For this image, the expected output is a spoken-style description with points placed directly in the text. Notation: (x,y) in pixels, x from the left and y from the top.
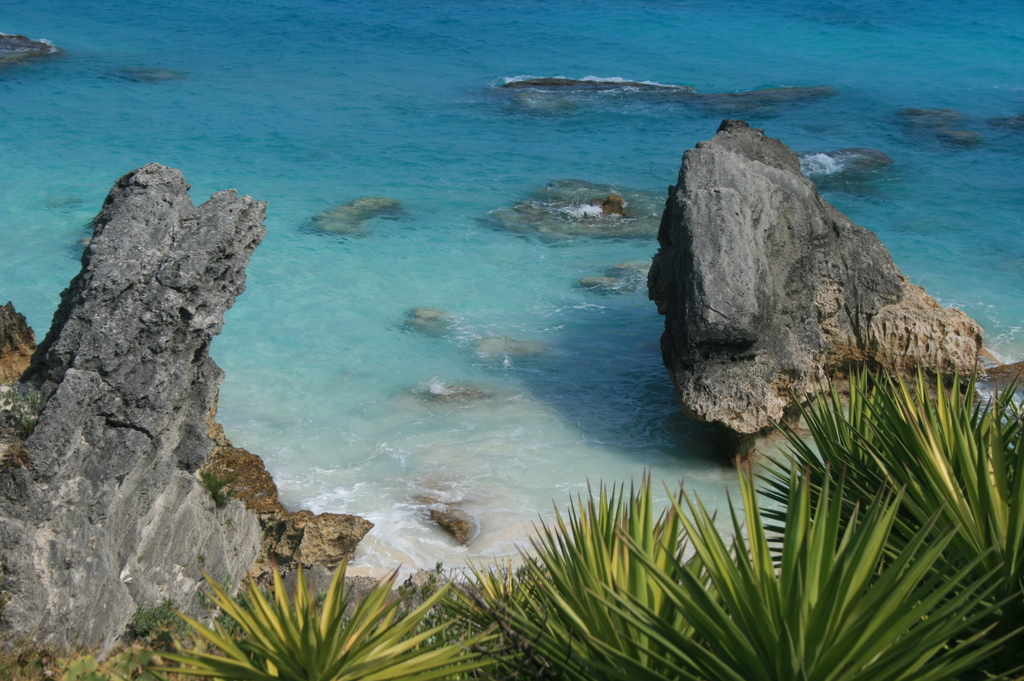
In this image in the front (599,596) there are plants (502,610). In the center (659,304) there are stones (820,296) and in the background (320,104) there is water (486,83).
